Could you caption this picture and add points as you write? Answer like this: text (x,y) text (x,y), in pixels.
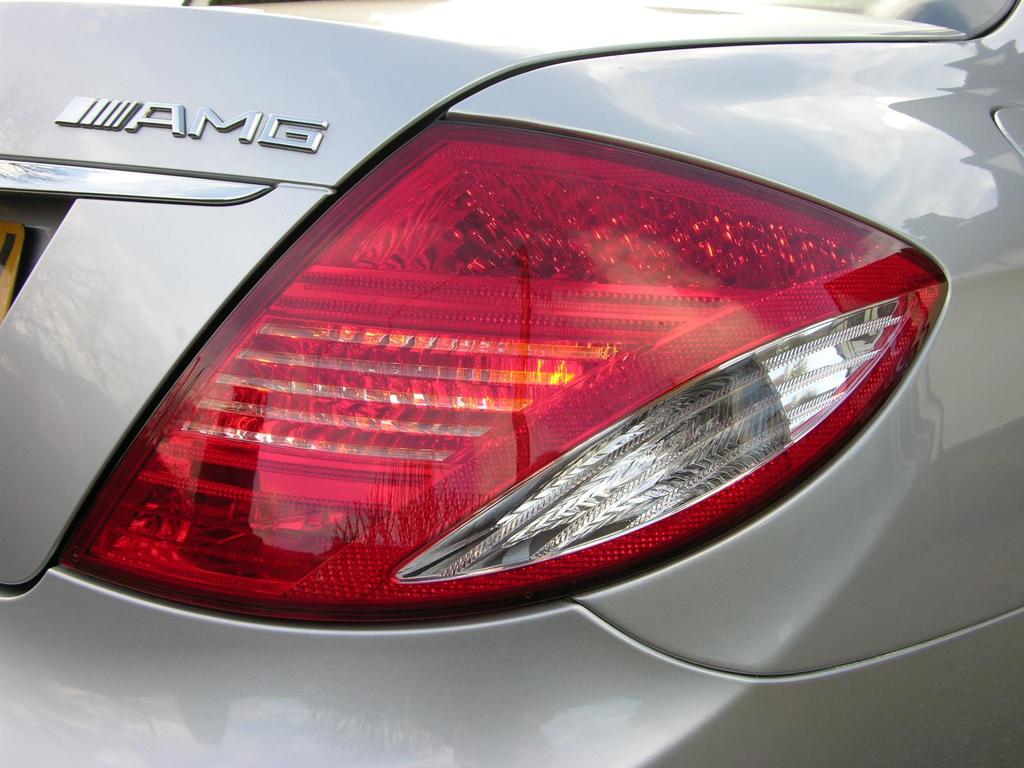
In this image, I can see a tail light (249,395) and a logo (293,135) on a vehicle (549,143).
